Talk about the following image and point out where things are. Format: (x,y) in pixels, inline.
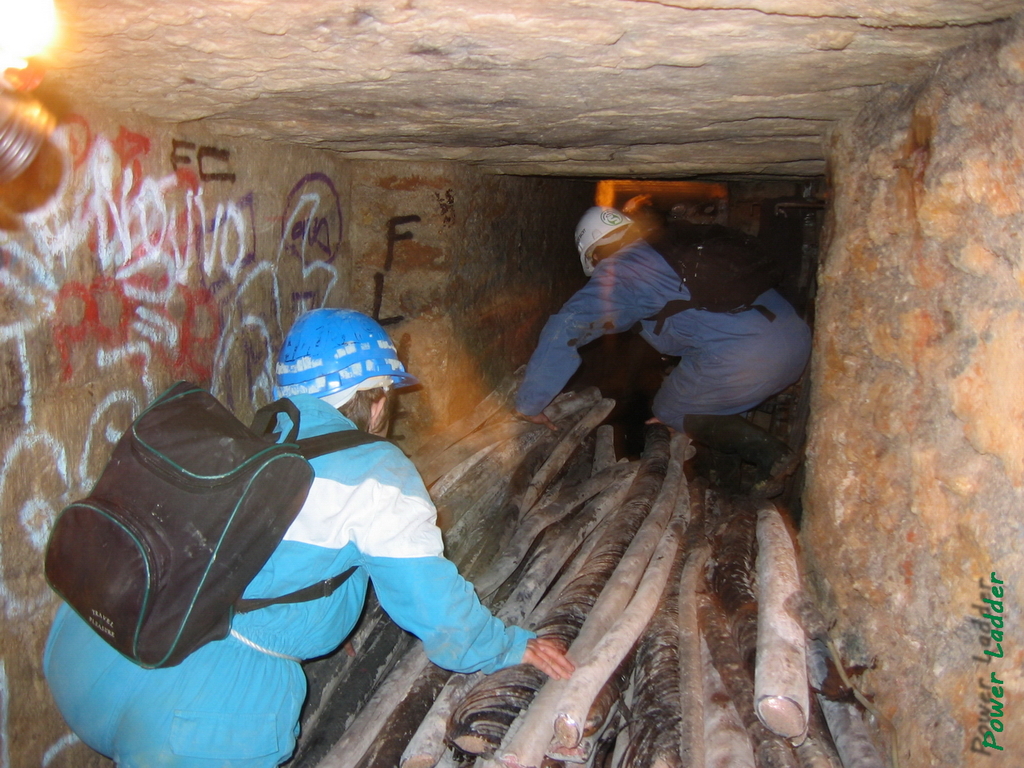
In this image we can see there are two persons (370,493) working in a tunnel (617,446) and there are some wooden sticks (650,616).
